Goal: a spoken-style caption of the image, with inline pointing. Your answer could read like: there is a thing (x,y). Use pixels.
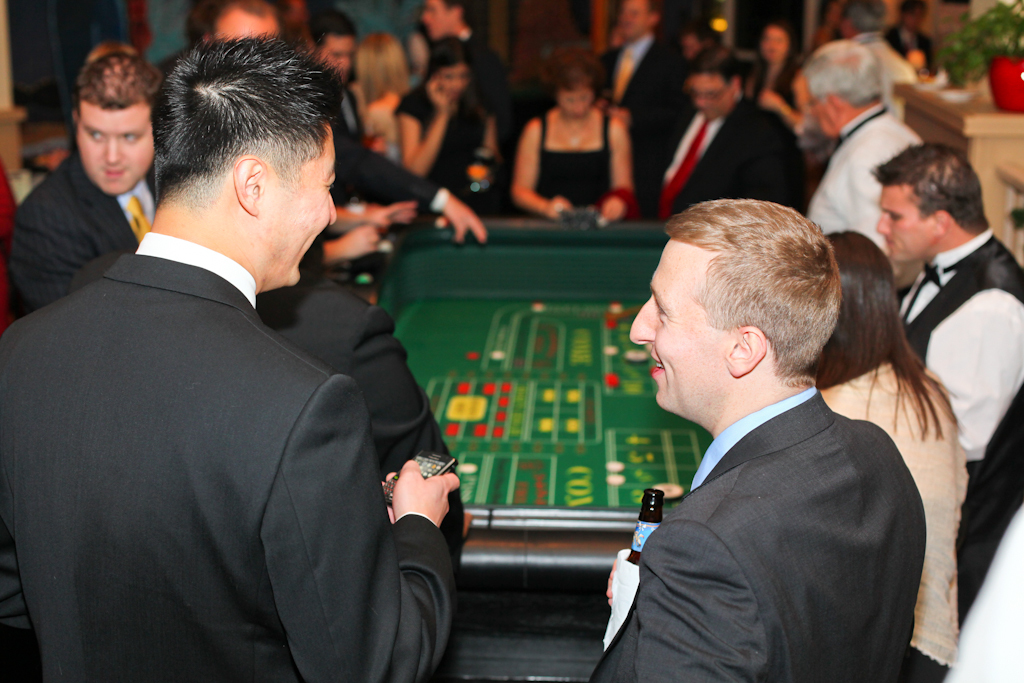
In this image I see number of people (881,189) in which few of them are suits (50,231) and I see that this man (131,293) is holding a mobile phone (419,463) in his hand (425,490) and this man (697,392) is holding a bottle (652,498) in his hand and I see the table (551,300) over here and I see that it is blurred in the background (776,58) and I see a plant (999,49) in this pot (1018,77).
